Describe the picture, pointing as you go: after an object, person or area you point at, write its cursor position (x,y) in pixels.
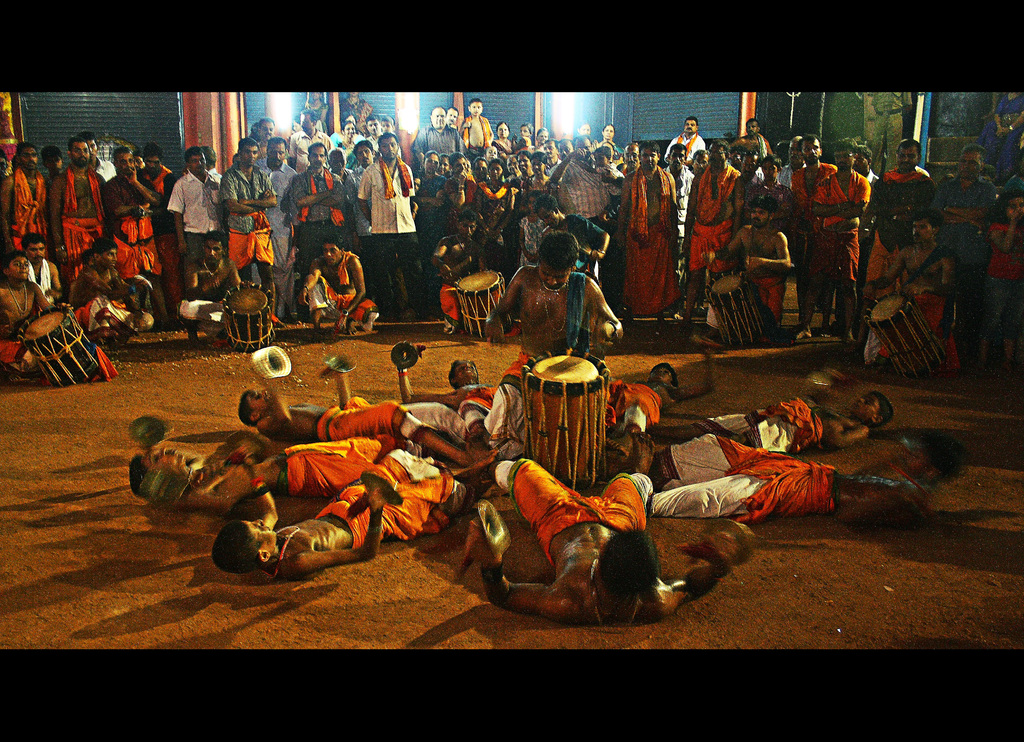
There is a person (503,307) playing a drum (562,357) on the ground (623,366). Around him, there are other persons (296,543) holding musical instruments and laying on the ground (124,550). Back to them, there are other persons (22,295), playing drums (469,300). In the background (603,246), there are other persons (496,144) watching and standing on the ground (209,386), there are shutters (72,108) and lights (554,107).
